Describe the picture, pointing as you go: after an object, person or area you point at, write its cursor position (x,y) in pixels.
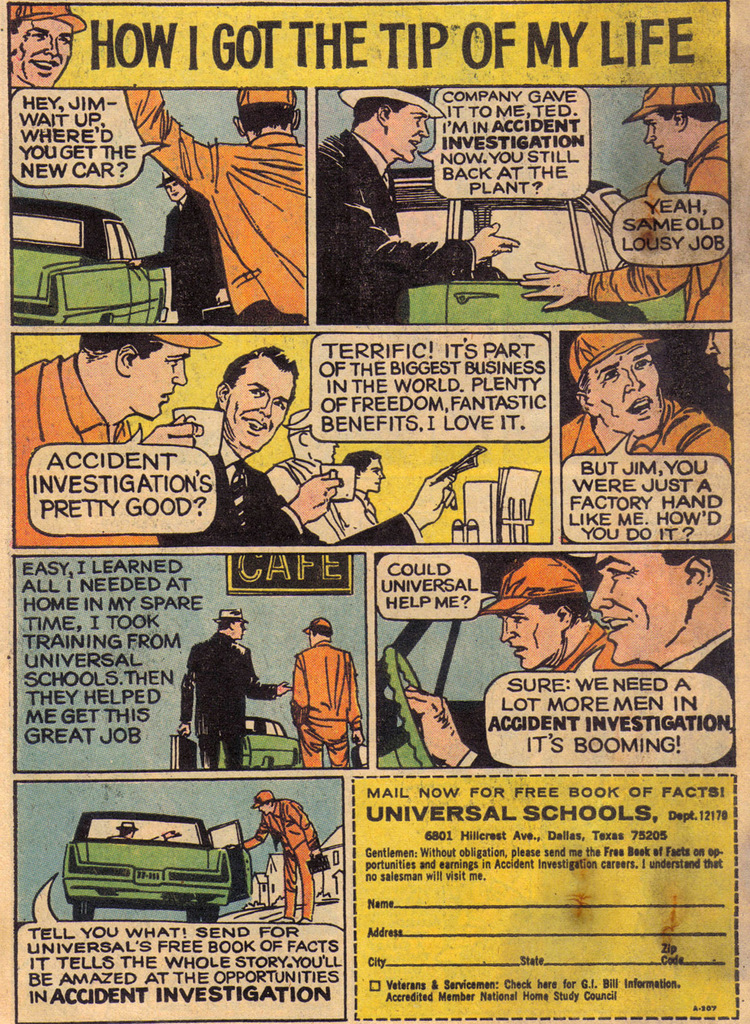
In this image there is a paper (374,664). In this paper (251,723) we can see people (680,645), car (542,228), chairs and text (414,406).
